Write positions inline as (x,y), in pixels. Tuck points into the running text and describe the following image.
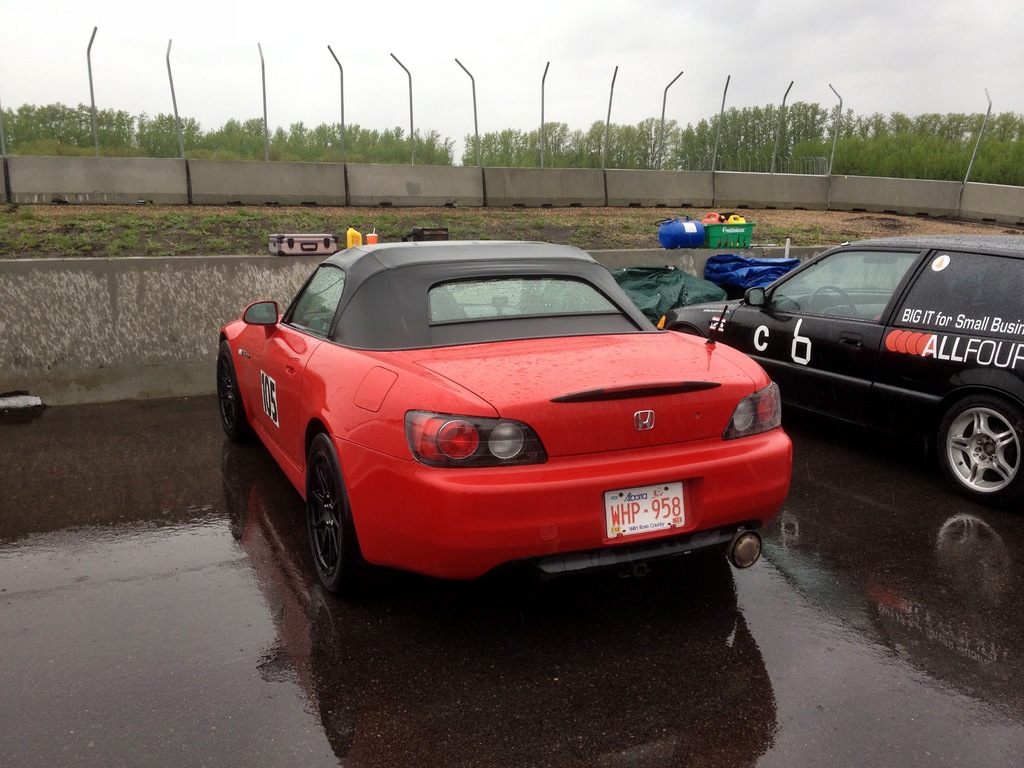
The picture is taken in a parking area (963,525). In the foreground of the picture (651,364) there are cars (697,341) and bags (697,286). The road (224,699) is wet. In the center of the picture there is a wall (446,174), on the wall (250,168) there are poles (180,136). In front of the wall (530,191) there are dustbins (691,227) and grass (346,217). In the background (170,117) there are trees (809,162). Sky (64,33) is cloudy.
